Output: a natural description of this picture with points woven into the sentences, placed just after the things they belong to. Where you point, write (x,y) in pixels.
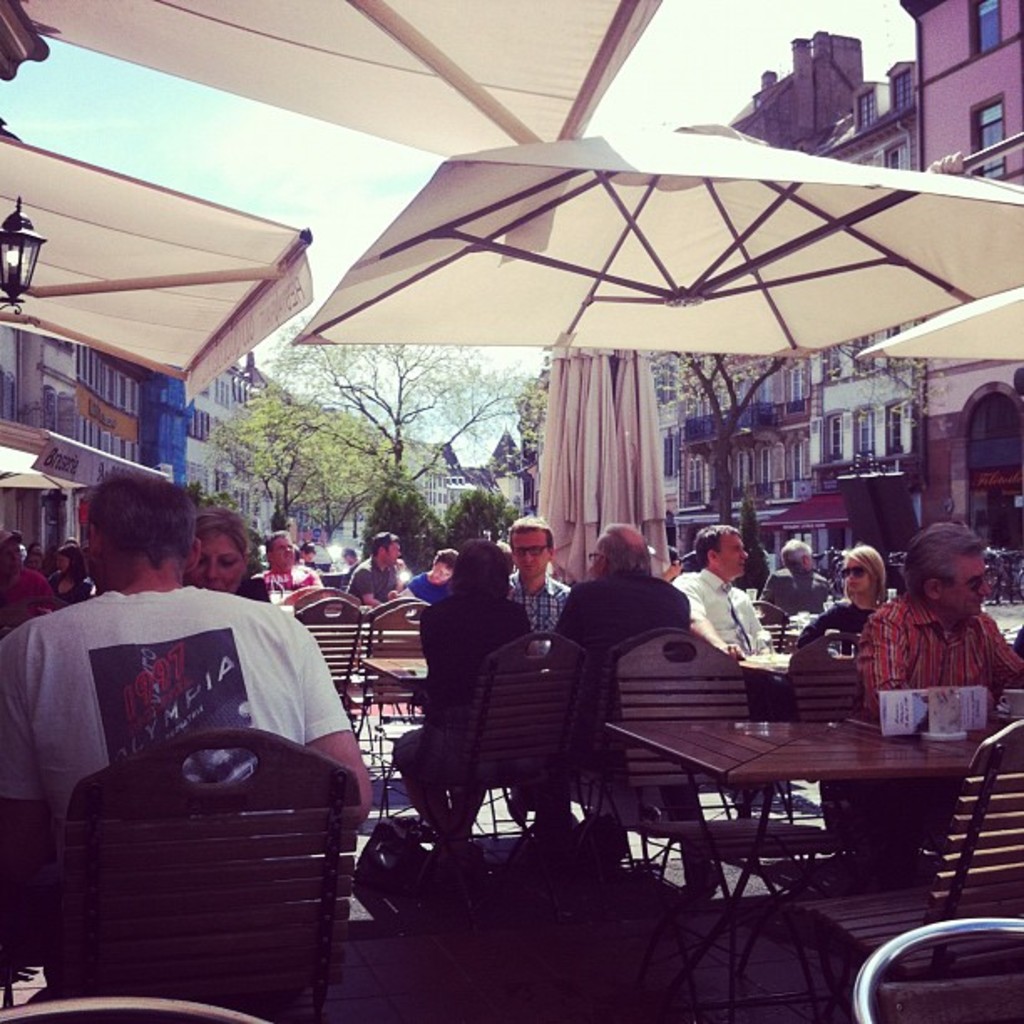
In this picture I can see there are a few people (450,672) sitting at the tables (805,734) and there are few umbrellas (322,311) and there are trees (341,470) in the backdrop (416,446), there are few buildings (915,450) with windows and the sky (403,185) is clear.
